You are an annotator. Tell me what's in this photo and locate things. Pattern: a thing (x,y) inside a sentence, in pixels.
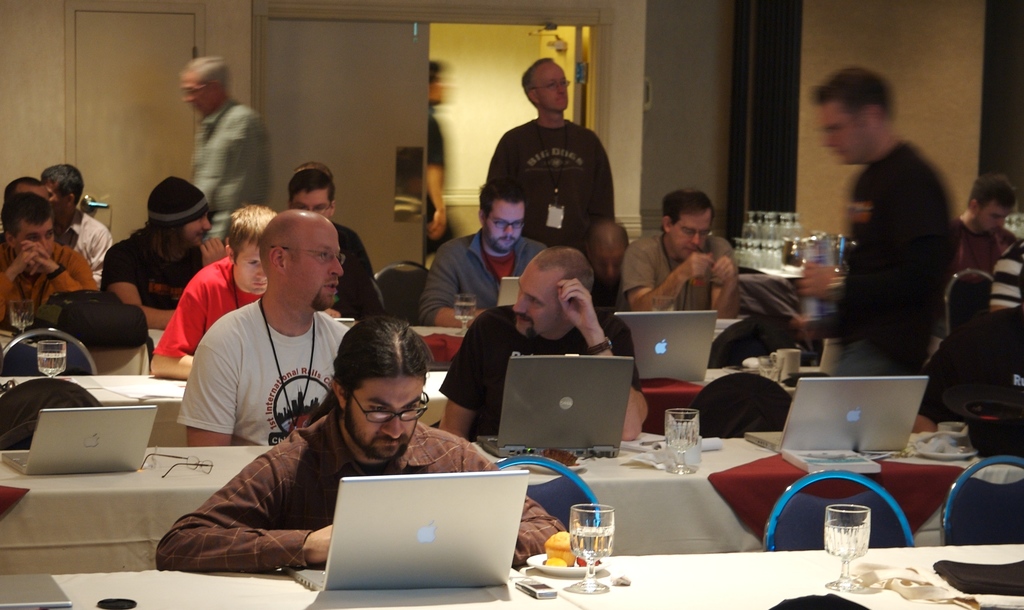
In this picture we can see a group of people (474,378) sitting on chairs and some are standing and on table (607,574) we can see glasses (582,526), plate (570,571) with some food (569,558) in it, mobile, cloth (781,478), laptops (789,449), spectacle (198,455), papers (177,391) and in background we can see wall (612,72).
